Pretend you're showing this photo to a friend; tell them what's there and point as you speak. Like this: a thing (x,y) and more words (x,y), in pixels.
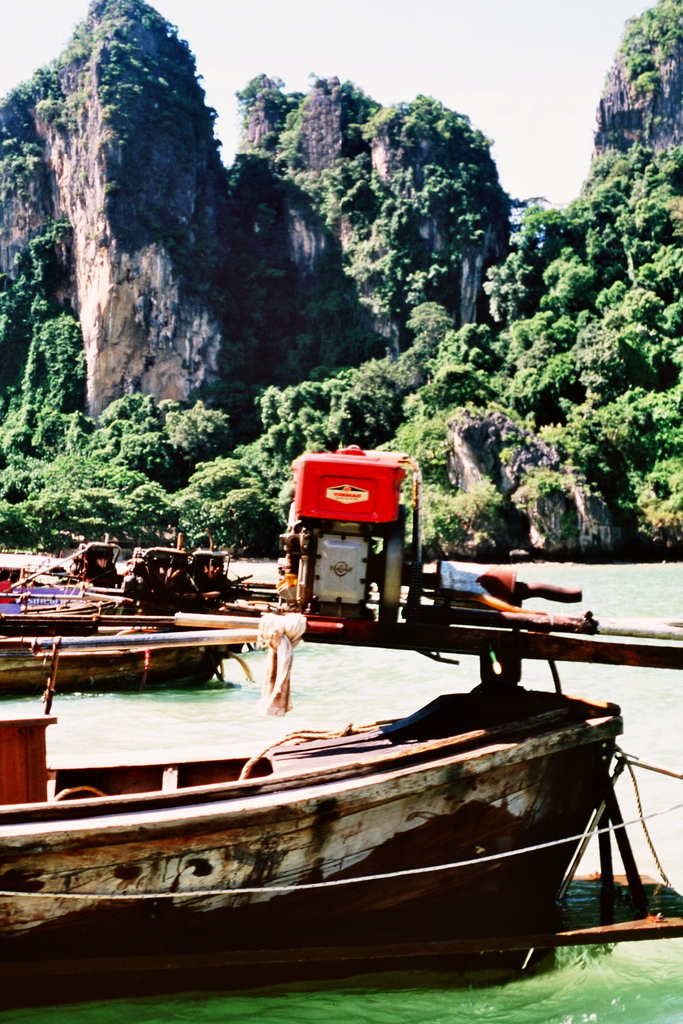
This is an outside view. At the bottom (521,710) there are many boats (33,617) on the water (231,710). In the middle of the image (356,613) there is an object (334,558) which is looking like a machine (337,555). In the background (270,398) there are many trees (311,385) and rock mountains (117,219). At the top of the image (352,35) I can see the sky (300,35).
